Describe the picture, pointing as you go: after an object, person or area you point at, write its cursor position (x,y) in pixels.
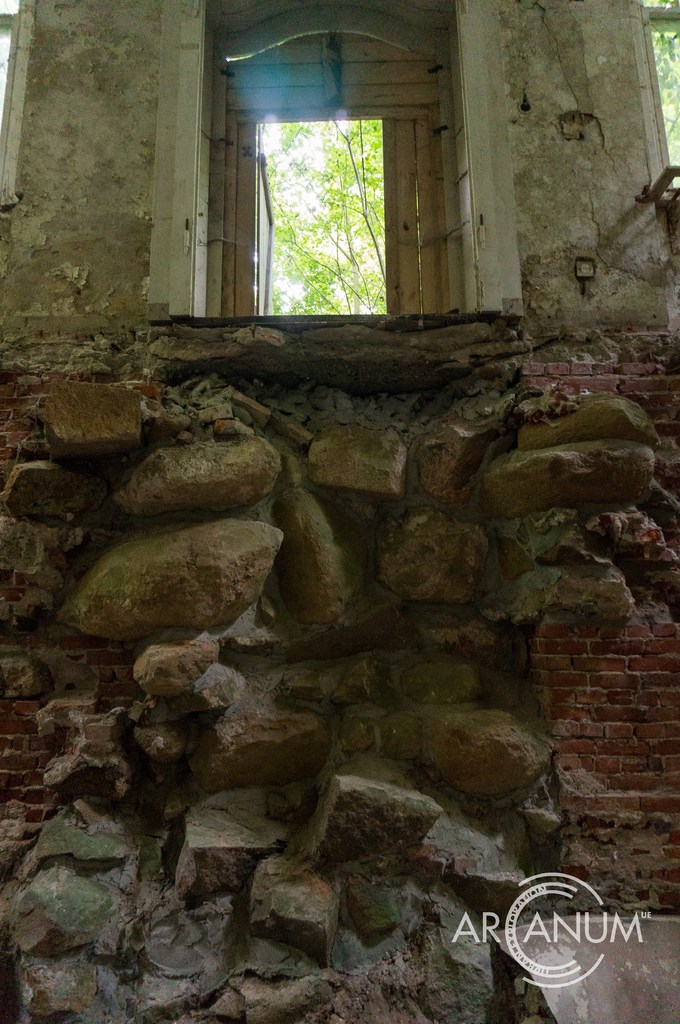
The picture is of a old construction (141,419). In the foreground of the picture (457,421) there are stones (454,549) and walls (84,14). Through the door (424,230) in the center of the picture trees (340,198) can be seen. On the right (612,725) there is a brick wall (600,667) and to the left (16,723) also there is brick wall (30,414).
